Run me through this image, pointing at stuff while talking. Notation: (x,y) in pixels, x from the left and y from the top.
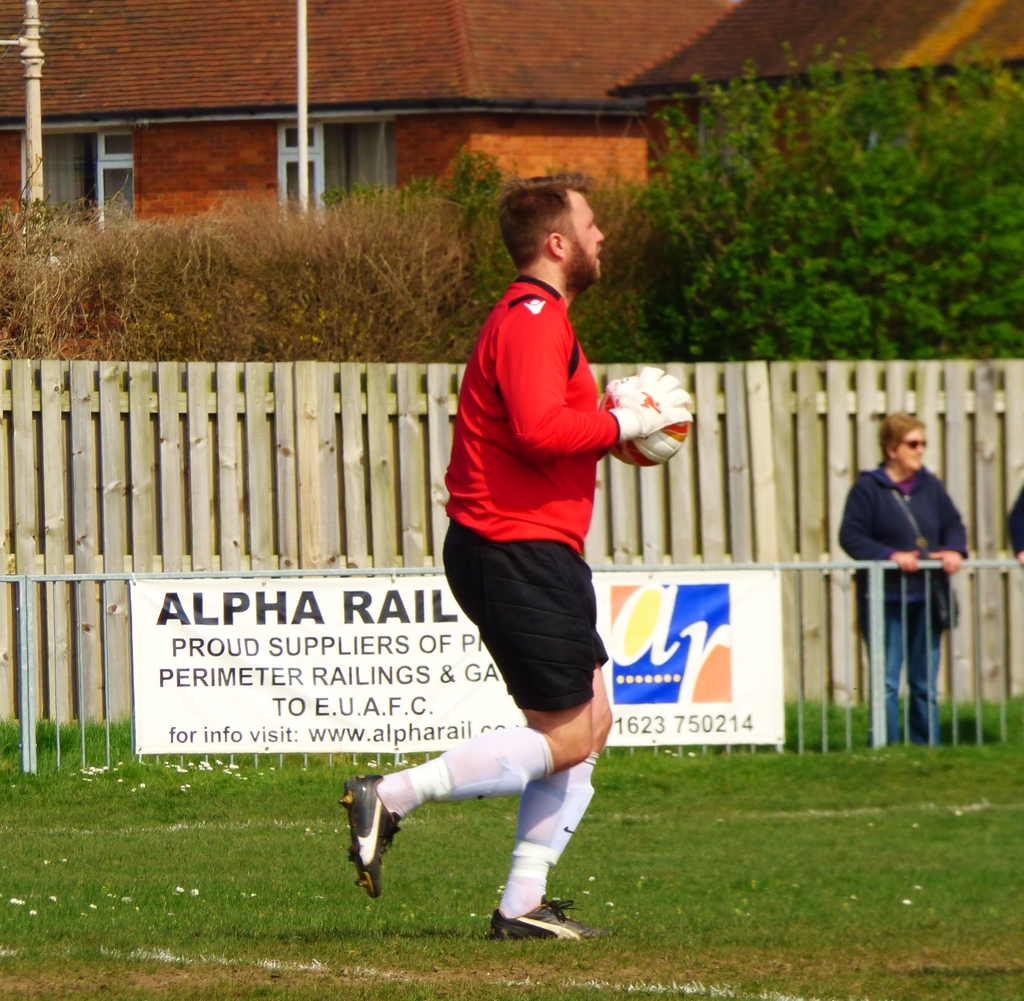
In this picture there is a man (528,437) holding a ball (639,450) in his hands (641,415). He is wearing gloves (623,402). He is running in the ground (509,803). In the background (912,498) there is a woman (900,554) standing and watching, near the railing (884,563). We can observe some trees (754,185) and houses (329,101) in the background (334,142).
